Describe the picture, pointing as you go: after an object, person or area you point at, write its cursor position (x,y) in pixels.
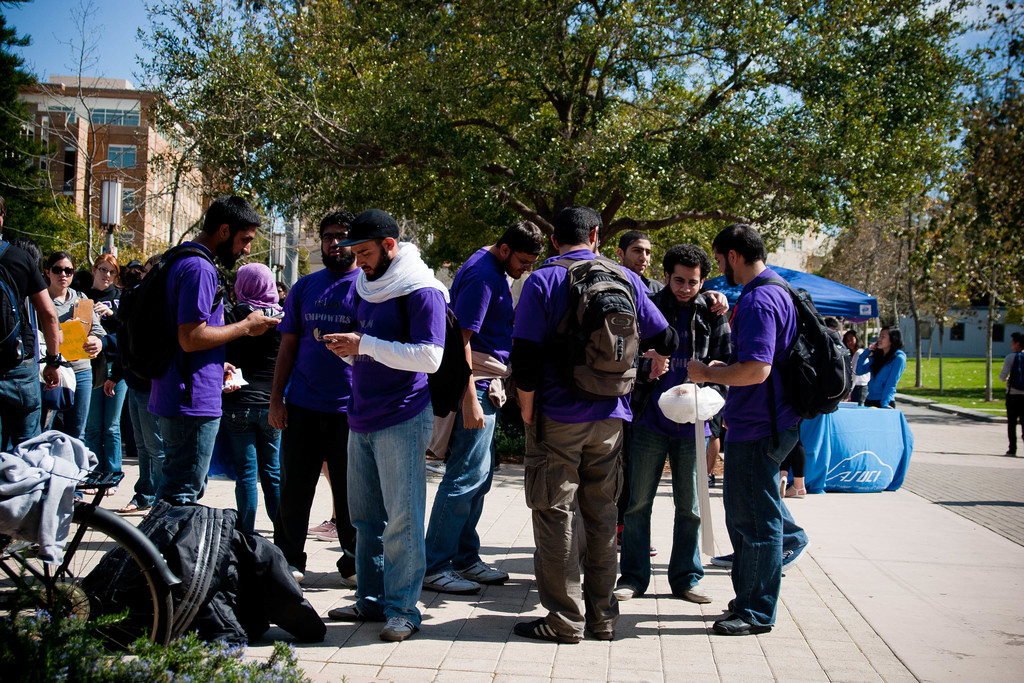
This image consists of many people (561,426) in the front (492,497), they are wearing purple T-shirts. On the left (71,581), there is a bicycle (62,571). At the bottom (888,617), there is a road (922,407). On the right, there are tents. In the background (876,5), there are trees (699,172) and buildings (103,106). At the top (162,83), there is sky (90,43).
